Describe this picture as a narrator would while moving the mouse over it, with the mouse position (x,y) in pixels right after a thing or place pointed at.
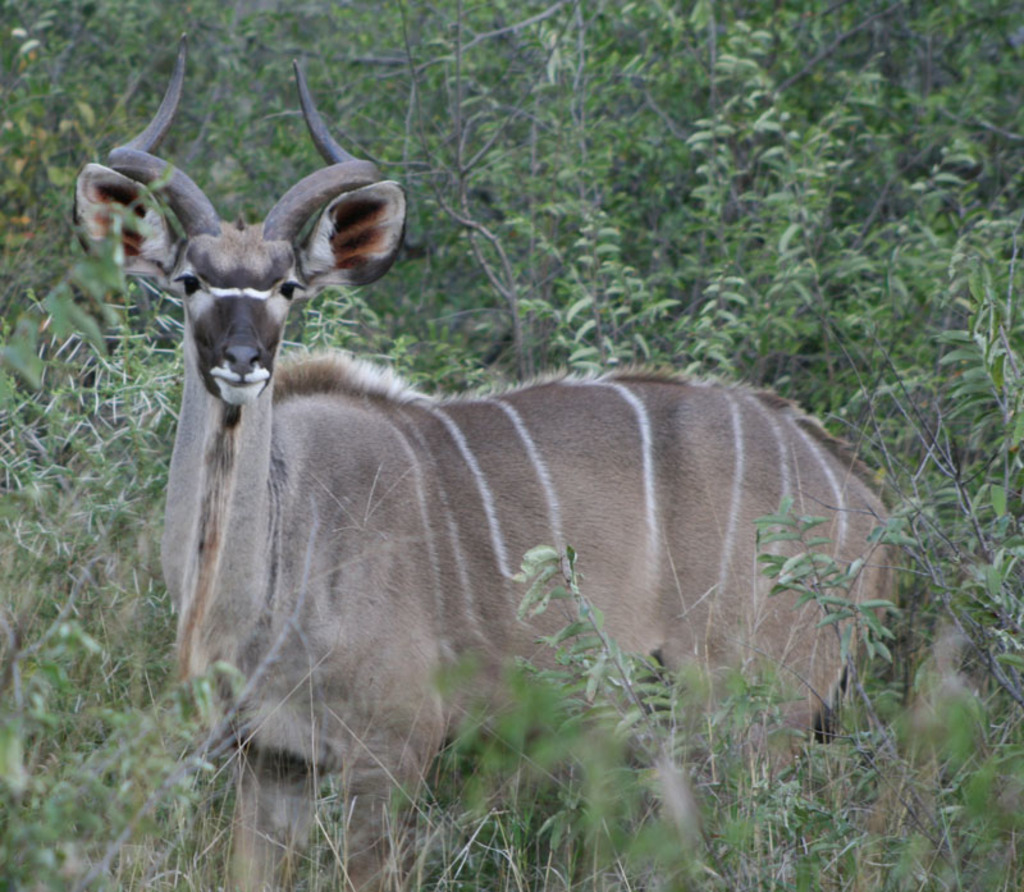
In this picture there is an animal (343,524). At the back (51,116) there are trees (18,82) and the animal (606,425) is in light brown color and there are white lines (644,420) on the animal (796,493).
